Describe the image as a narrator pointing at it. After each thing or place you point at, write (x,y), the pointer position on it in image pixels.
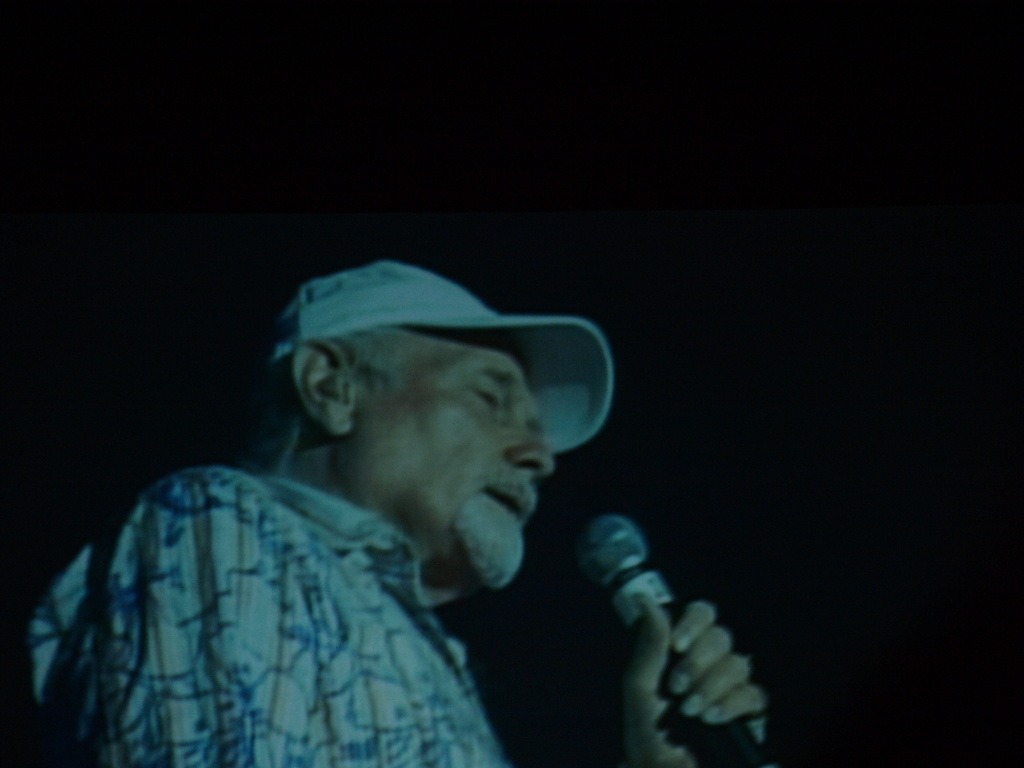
In this picture we can see a man (649,662) is holding a microphone (645,588), he is wearing a cap (405,316), there is a dark background (733,255).
